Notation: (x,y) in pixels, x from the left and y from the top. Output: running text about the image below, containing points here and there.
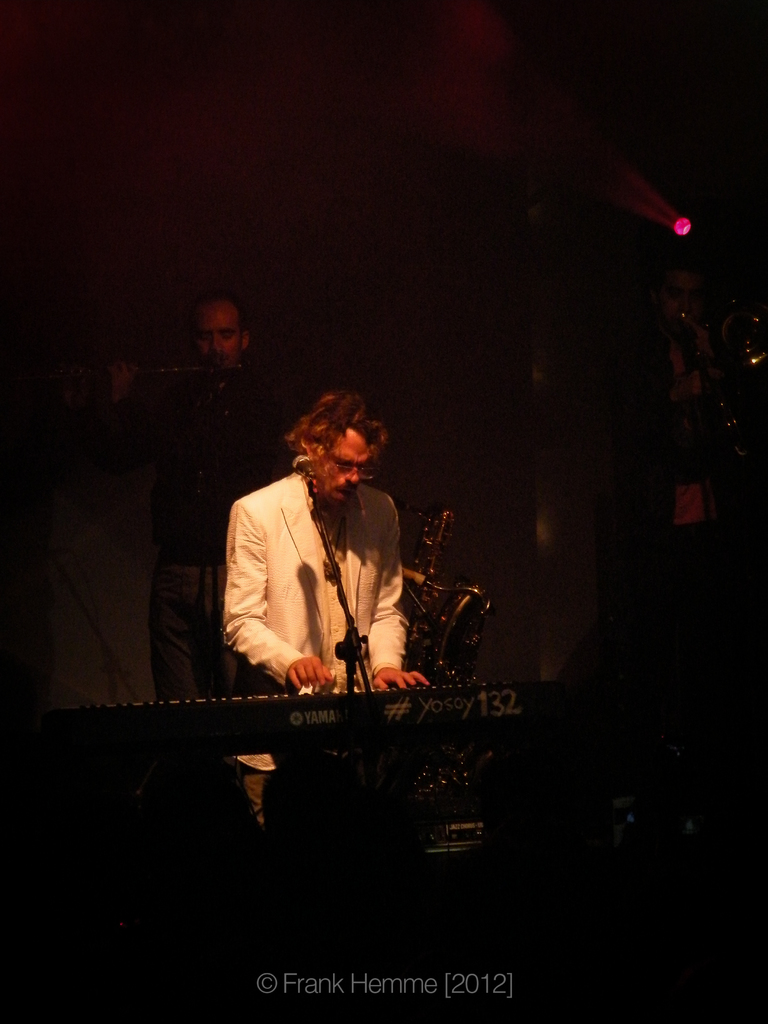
This picture is dark and there is a man (305,542) playing instrument (520,691) and we can see microphone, behind this man (356,684) we can see a man (235,334) playing musical instrument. In the background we can see light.
